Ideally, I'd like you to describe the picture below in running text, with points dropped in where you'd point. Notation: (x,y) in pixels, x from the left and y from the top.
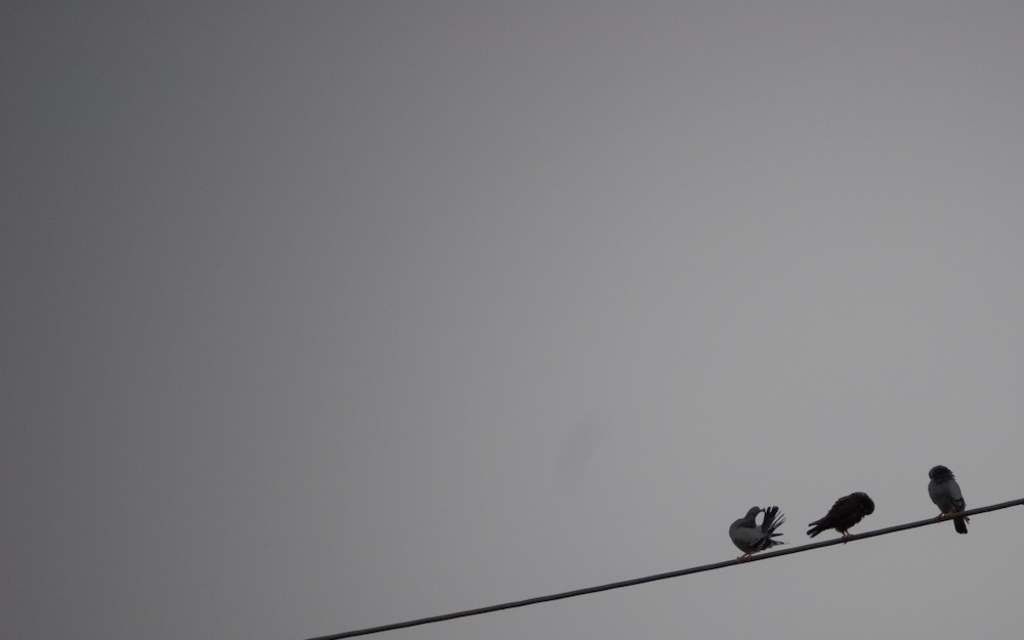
In this image I can see few birds (739,539) on the rope (811,549). The sky (552,167) is in black and white color.
